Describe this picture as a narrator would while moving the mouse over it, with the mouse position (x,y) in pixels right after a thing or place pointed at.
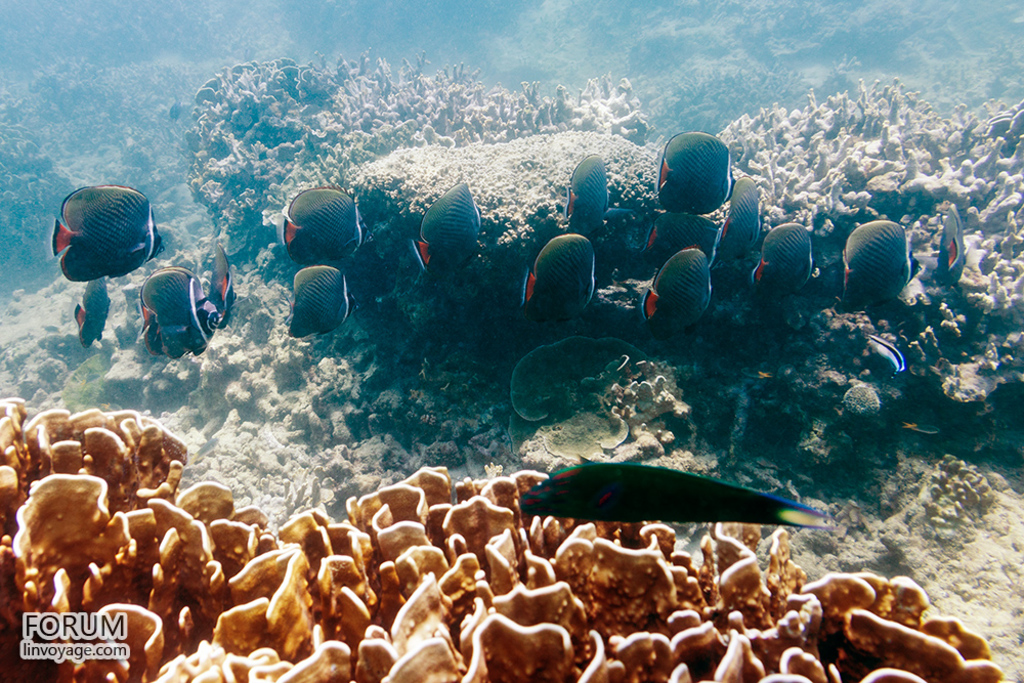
This is a picture clicked inside the water (62,104). In the foreground (346,555) there are coral reefs (36,511). In the center of the picture (504,247) we can see fishes (721,247), plants (468,136) and coral reefs (397,127).
